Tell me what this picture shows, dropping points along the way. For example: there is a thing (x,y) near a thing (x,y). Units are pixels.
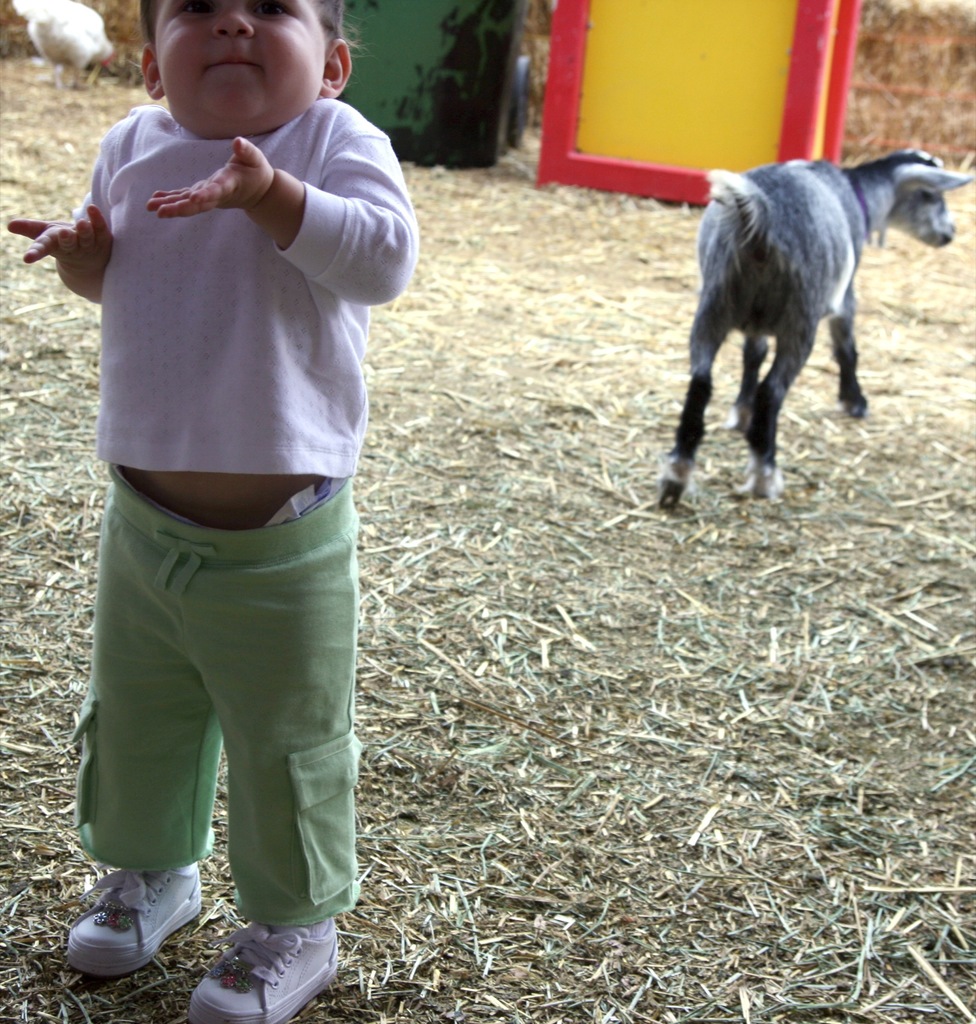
There is a goat (928,199) in the image. There is a boy (391,215) wearing white color shoes (87,926). At the bottom of the image (681,789) there is grass (702,695).
